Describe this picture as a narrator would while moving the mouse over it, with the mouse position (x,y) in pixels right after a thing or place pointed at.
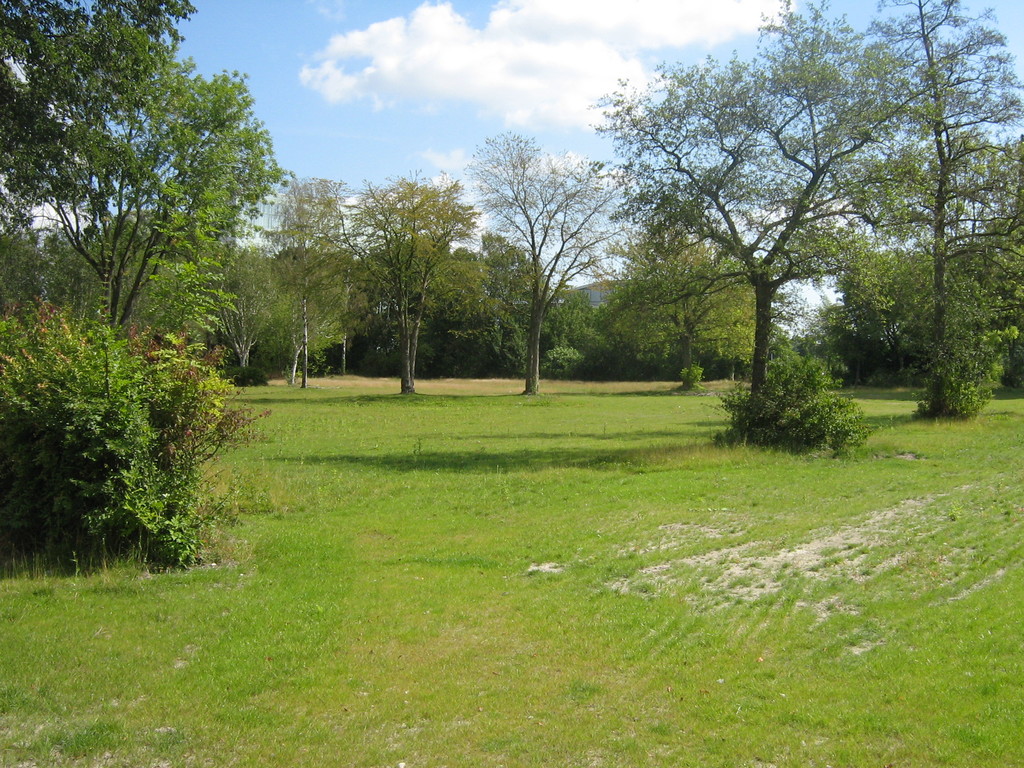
In this image, we can see so many trees (1017,260), plants (19,537) and grass (427,563). Background (208,7) there is a cloudy sky (443,141).
